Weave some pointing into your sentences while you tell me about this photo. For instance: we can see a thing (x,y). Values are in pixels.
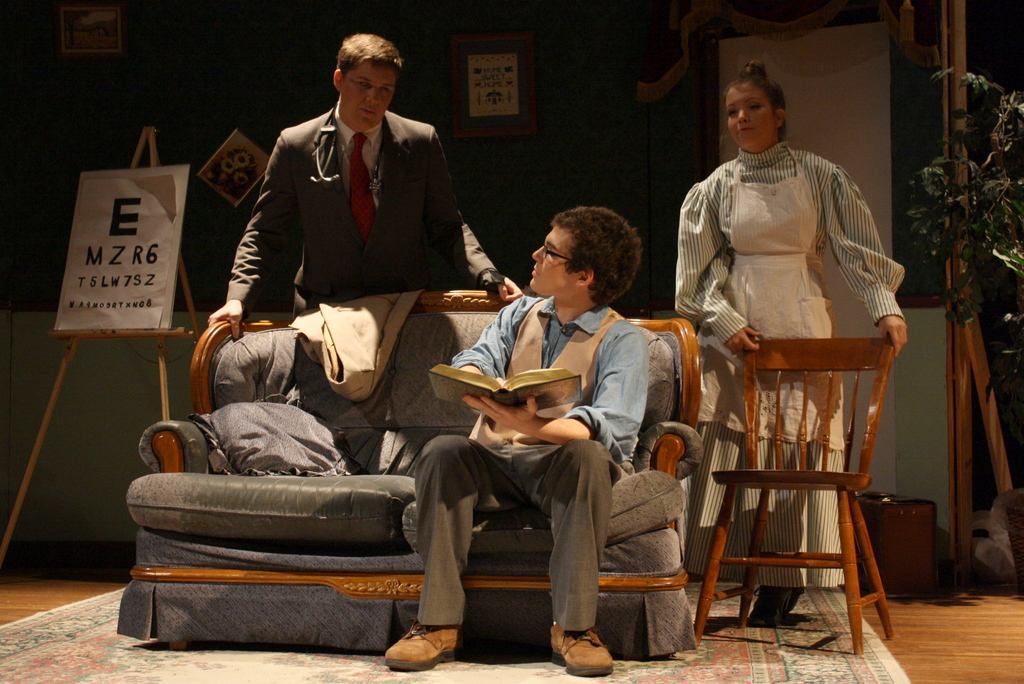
In this image I see a man (630,407) who is sitting on the sofa (663,398) and he is holding a book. I can also see another man (365,71) and a woman (677,287) who are standing behind the sofa (688,335) and there is a chair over here. In the background (553,193) I see a board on which there is a paper (162,184) and there are letters (124,201) written on it and I see the wall (54,36) on which there are few photo frames (70,13) and there is a plant (1009,128) over here.
